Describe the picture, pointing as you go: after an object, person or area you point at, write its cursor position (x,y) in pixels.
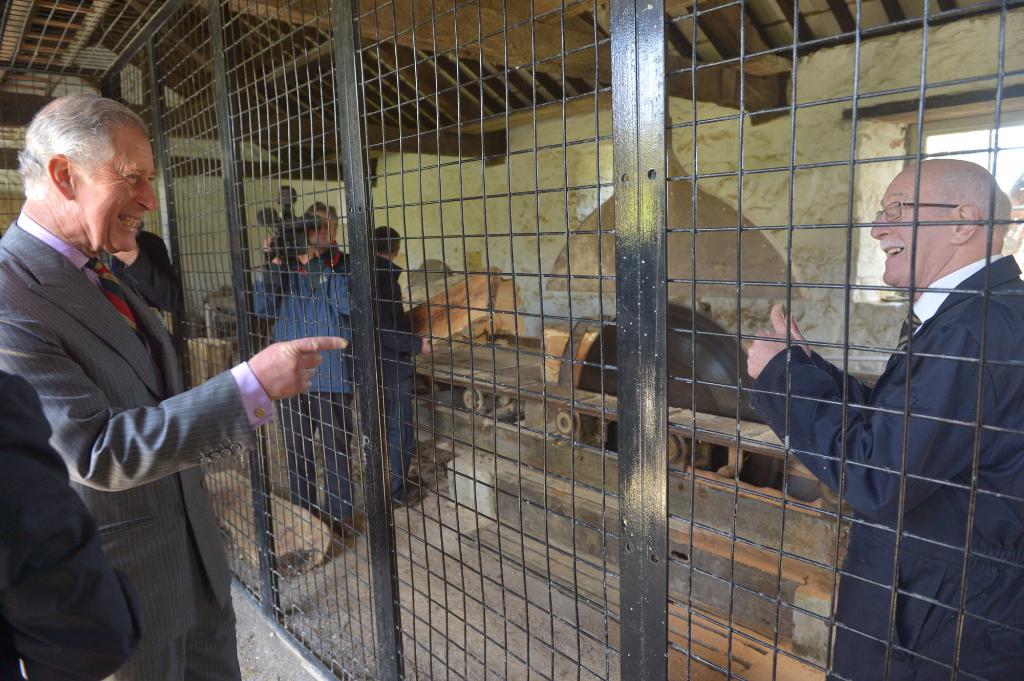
This image consists of many people (320,377). To the left (159,493), the man (121,453) standing is wearing a suit (65,332). In the middle (342,454), the man (332,378) wearing blue jacket (320,293) is holding a camera (278,233). In the middle (371,385), there is a grill (630,611). At the top (161,33), there is a roof (178,15).
